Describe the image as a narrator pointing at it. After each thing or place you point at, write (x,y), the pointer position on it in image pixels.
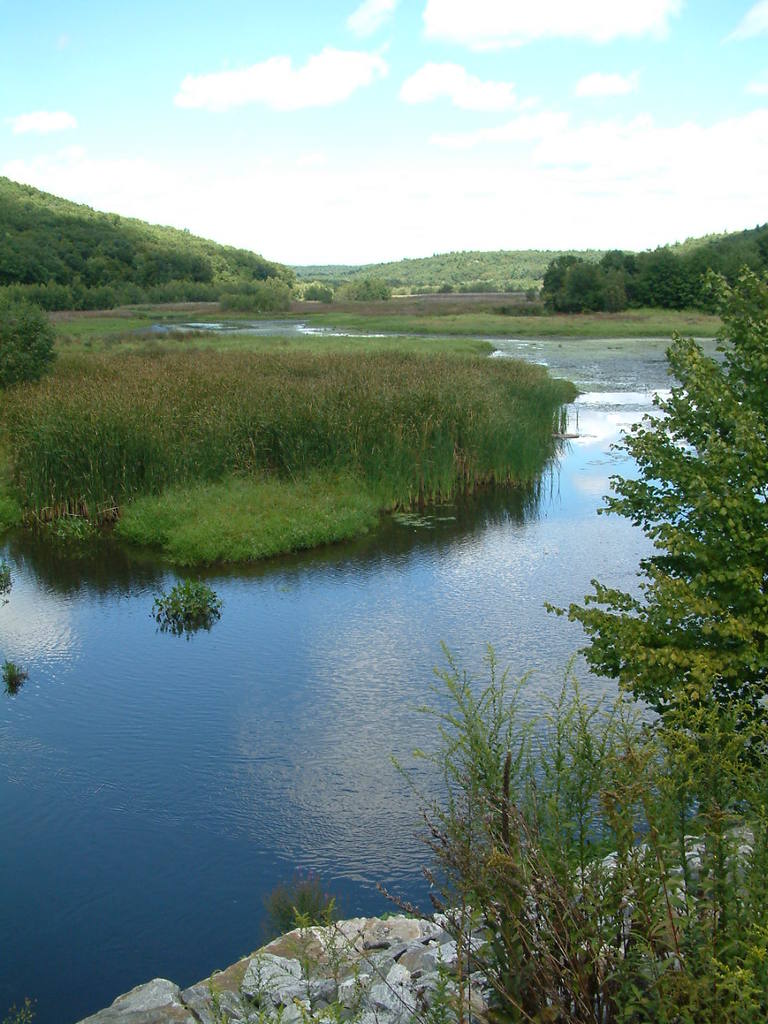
In this image we can see plants (248,442), grass (241,485), water (425,612), trees (718,476), stones (281,969), hills (506,274), sky (300,52) and clouds (468,7).
